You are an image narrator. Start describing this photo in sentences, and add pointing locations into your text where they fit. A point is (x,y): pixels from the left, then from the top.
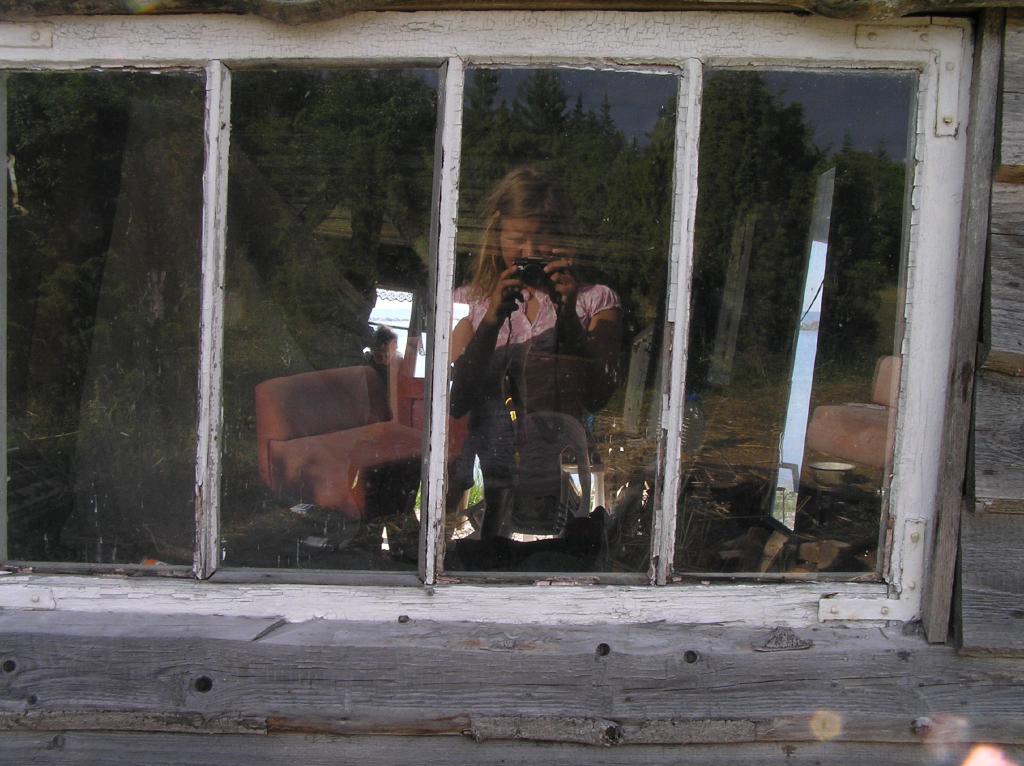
In this picture we can see the window glass (39,251). We can see the reflection (266,224) of trees (660,236), sky (813,85), woman (569,271) holding an object (536,278), chair (349,417) and few objects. We can see the wooden wall (948,509).
